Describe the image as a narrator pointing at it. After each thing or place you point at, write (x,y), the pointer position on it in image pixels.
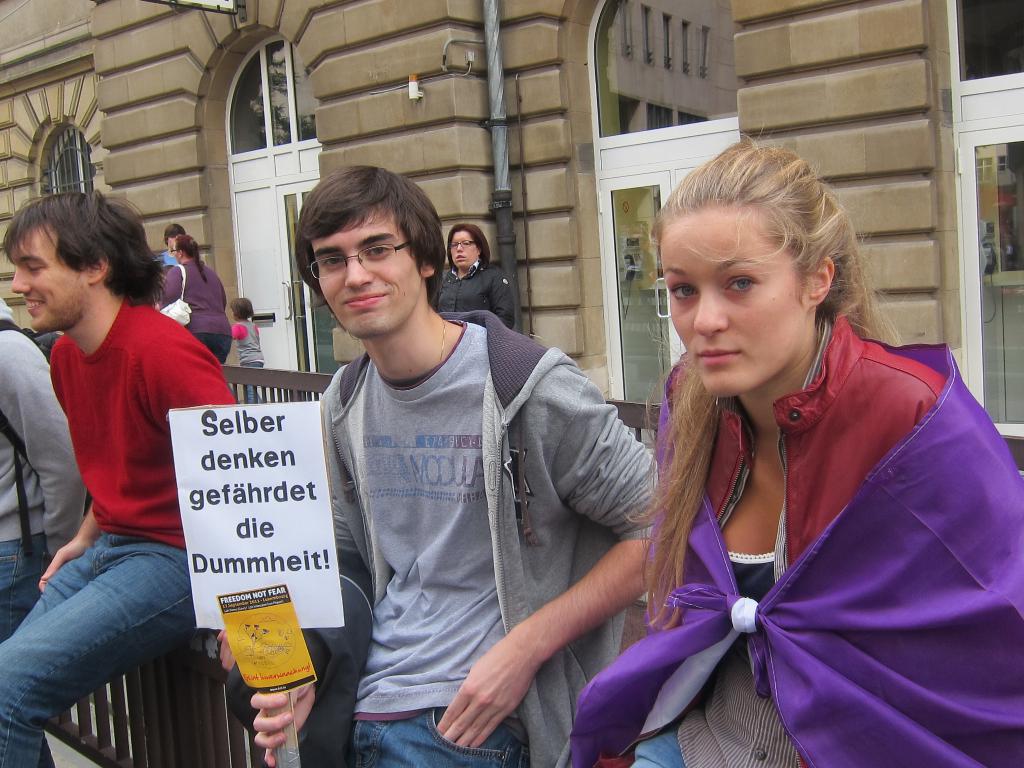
There is a boy (342,236) in the center of the image (551,506), by holding a poster (217,538) in his hand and there are people (128,398) on both the sides, there is a boundary (317,376) behind them and there are people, doors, arches (213,87), and a pole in the background area (505,177).
